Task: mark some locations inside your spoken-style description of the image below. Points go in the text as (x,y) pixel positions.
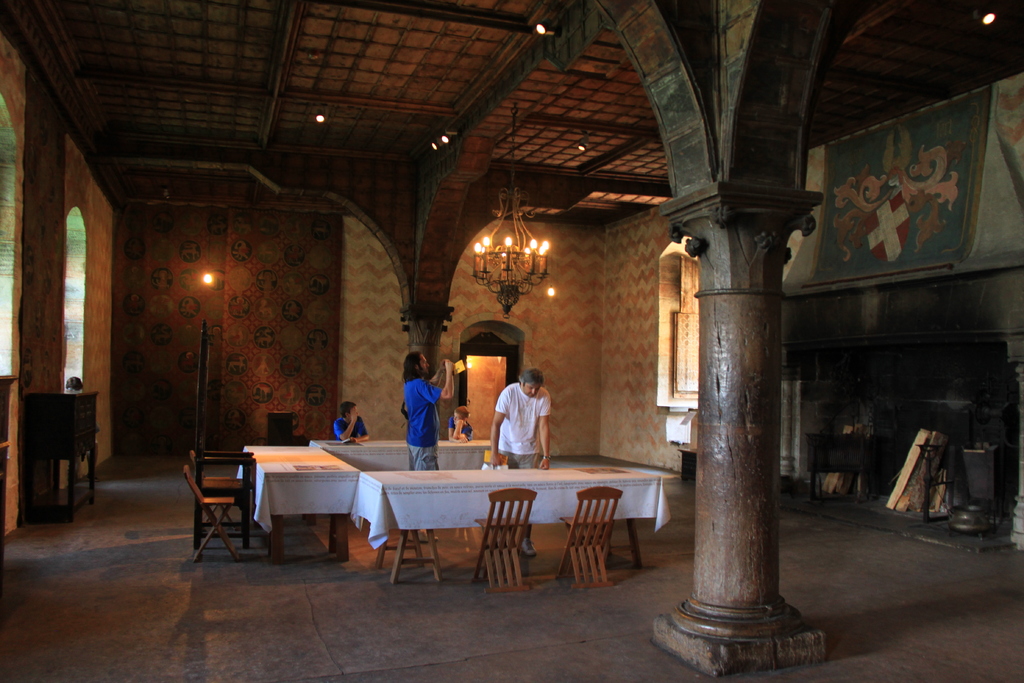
This picture is of inside. On the right (707,303) there is a pillar (716,612). In the center (485,447) there is a table (535,472) and chairs (595,545) and there is a Man (524,418) wearing white color t-shirt (524,430) and standing and there are two persons (455,421) sitting in the chairs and there is a Man (412,382) wearing blue color t-shirt (428,398) and standing. On the left (54,426) there is a table (72,446) and in the background (281,330) there is a chandelier (529,250) and a wall (552,310).
